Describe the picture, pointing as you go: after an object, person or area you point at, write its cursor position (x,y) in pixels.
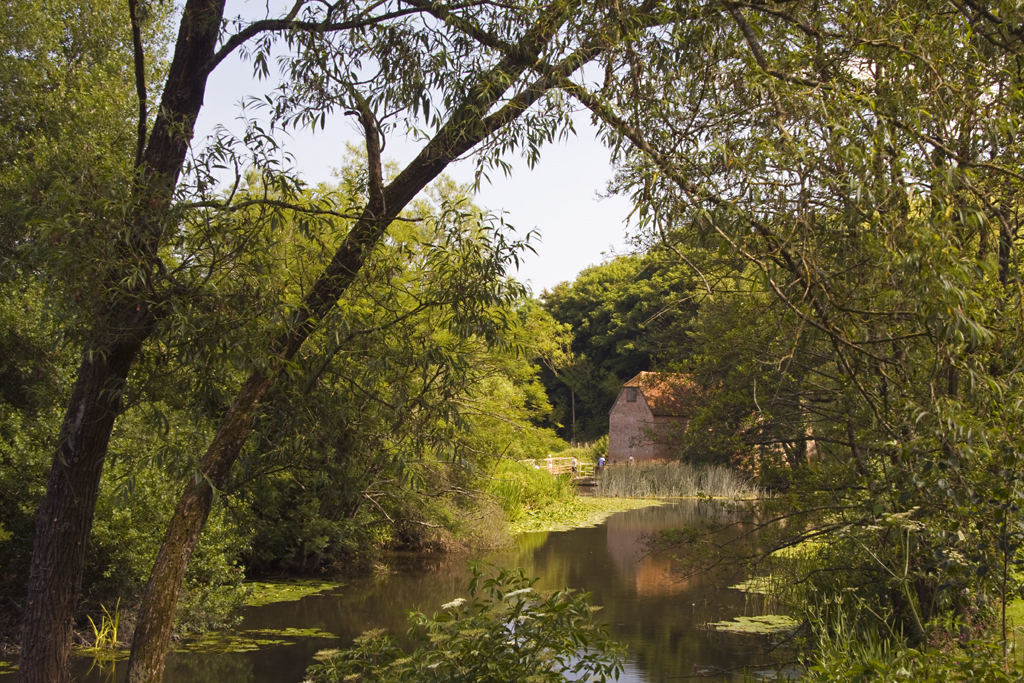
In this picture I can see water (655,559), trees (873,345), a house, and in the background (571,260) there is sky (560,223).
